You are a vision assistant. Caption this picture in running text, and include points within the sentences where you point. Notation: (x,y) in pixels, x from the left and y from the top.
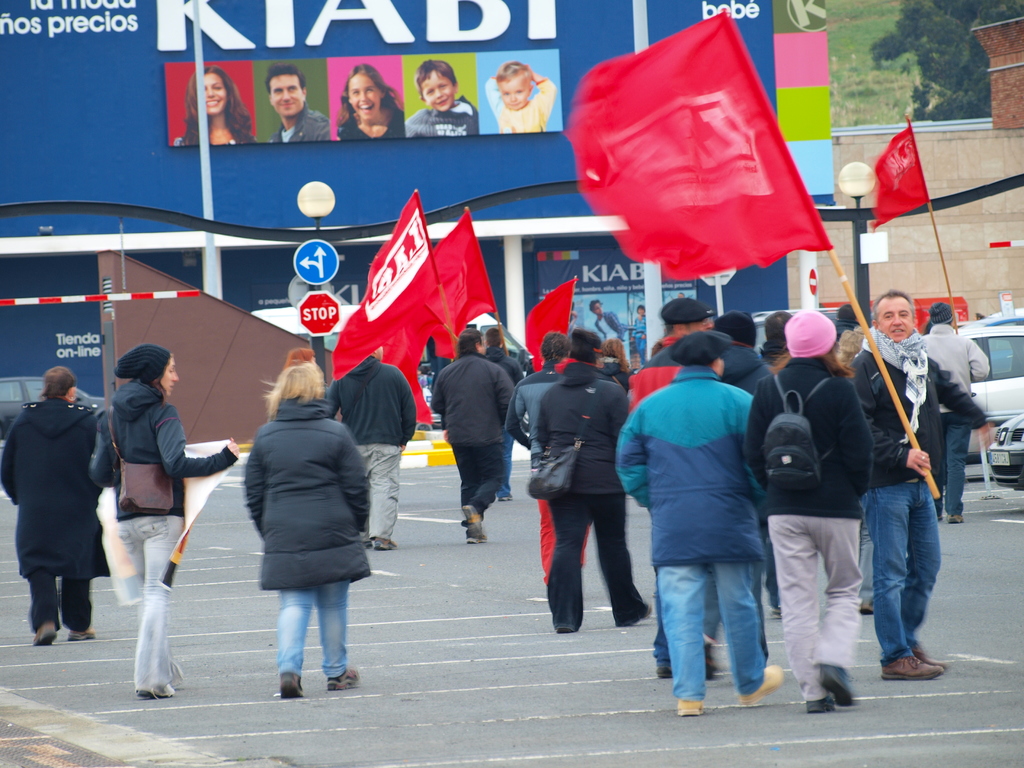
In this image there are people (348,593) walking, some of them are holding flags (421,292). In the background (1004,277) there are boards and we can see a building (324,175). On the right (1003,360) there are cars (1003,391) and we can see a tree (933,97).
